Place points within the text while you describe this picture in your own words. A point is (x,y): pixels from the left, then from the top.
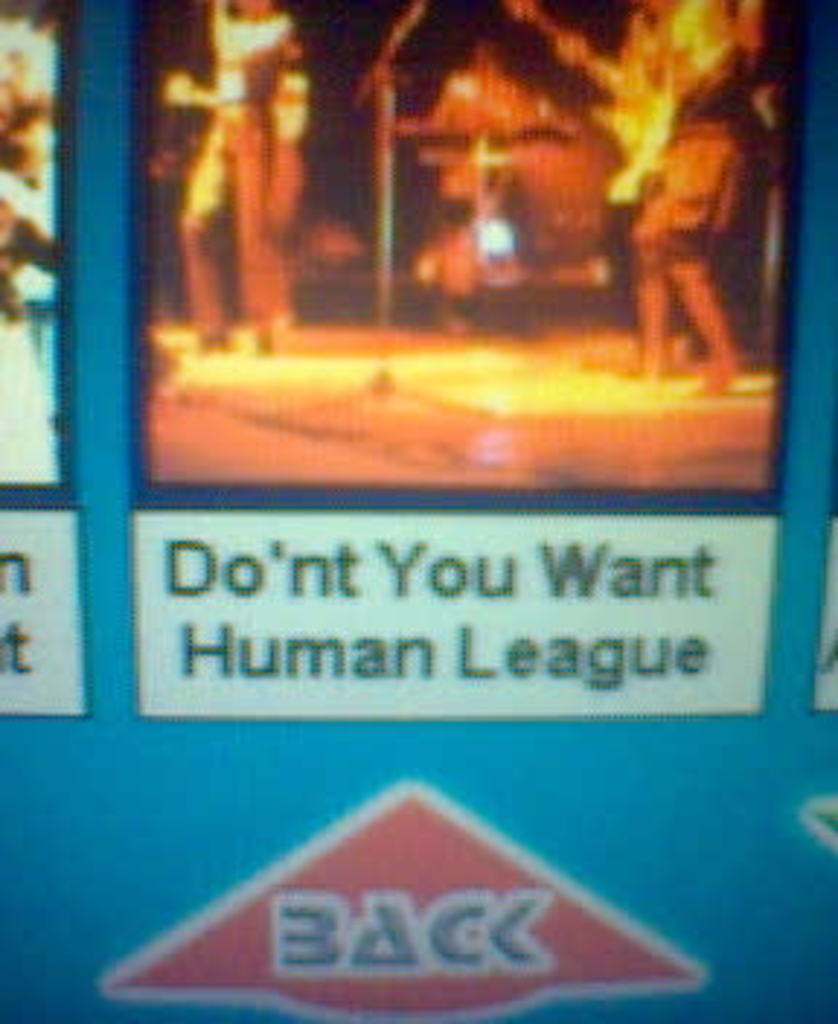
This image consists of a screen (155,489). In which there are humans (720,191). It looks like it is clicked on the screen (447,983).
